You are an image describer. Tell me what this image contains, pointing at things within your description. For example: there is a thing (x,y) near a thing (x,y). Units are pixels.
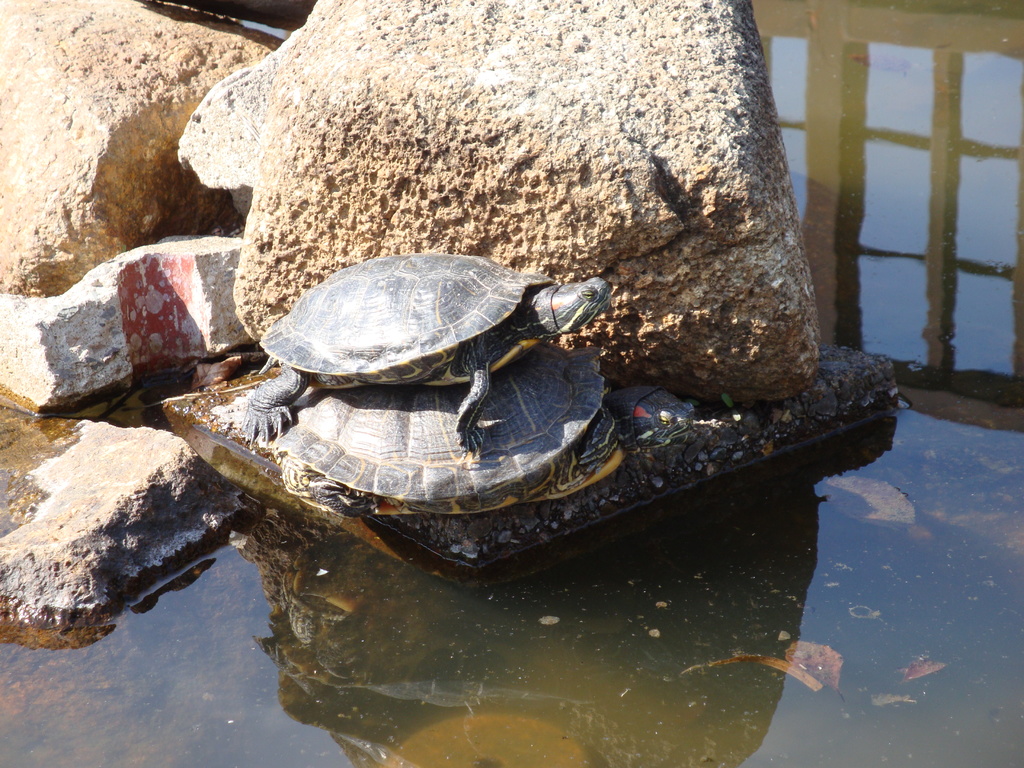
In the center of the image (390,409) we can see turtles (416,454). At the bottom (153,599) there is water (717,647). In the background (683,146) there are rocks (166,136).
